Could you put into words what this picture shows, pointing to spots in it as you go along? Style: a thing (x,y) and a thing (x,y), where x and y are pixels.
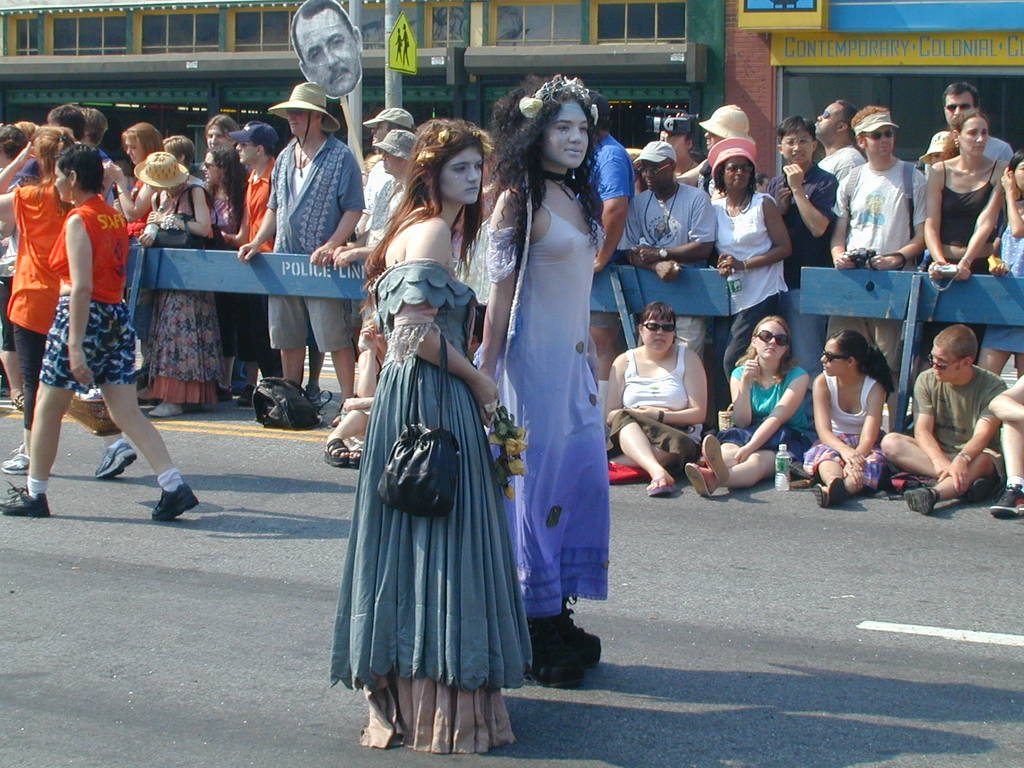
In this image I can see number of people (560,380) where few are sitting on the road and rest all are standing. In the front (412,228) I can see two women (543,362) are wearing costumes (434,303). I can also see few of the people (467,157) are wearing caps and few people (472,390) are carrying bags (914,213). On the right side of the image (852,263) I can see two persons (864,215) are holding cameras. On the top side of the image (15,28) I can see few buildings (575,68), few boards (792,16), few poles (361,44) and on these boards (410,38) I can see something is written.
